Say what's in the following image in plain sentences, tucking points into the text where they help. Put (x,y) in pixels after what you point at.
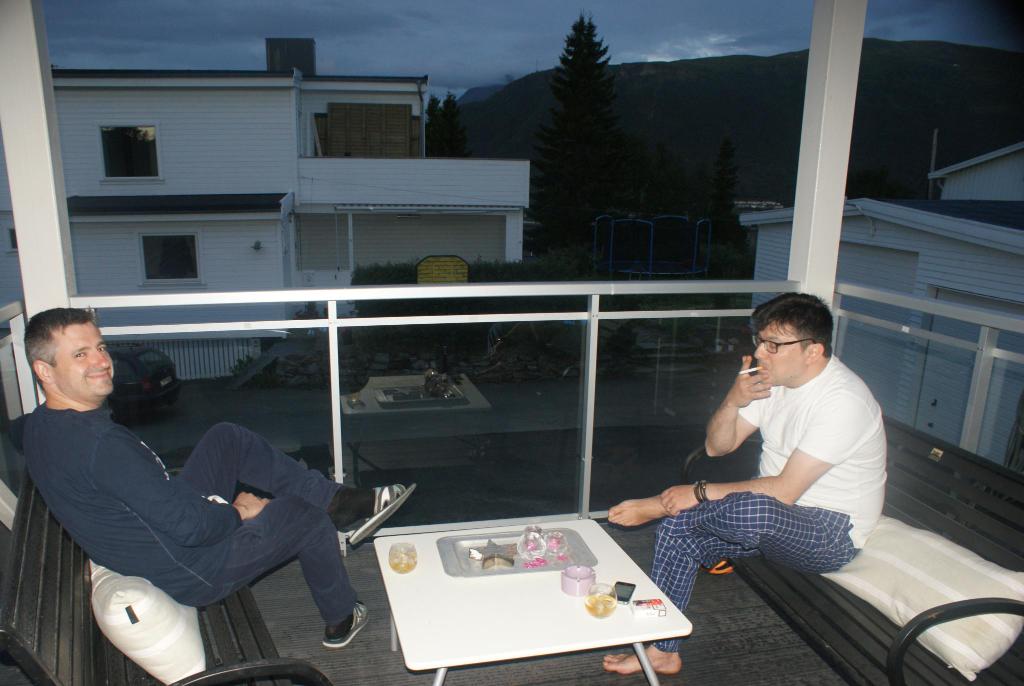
In this picture we can see two persons (782,552) sitting on the bench (235,598). These are the pillows (952,575) and there is a table (553,627). Here we can see a building (363,185). And these are trees (596,171). Even we can see a vehicle (176,383) on the road (325,390). And this is mountain (789,94) and there is a sky (489,52).
